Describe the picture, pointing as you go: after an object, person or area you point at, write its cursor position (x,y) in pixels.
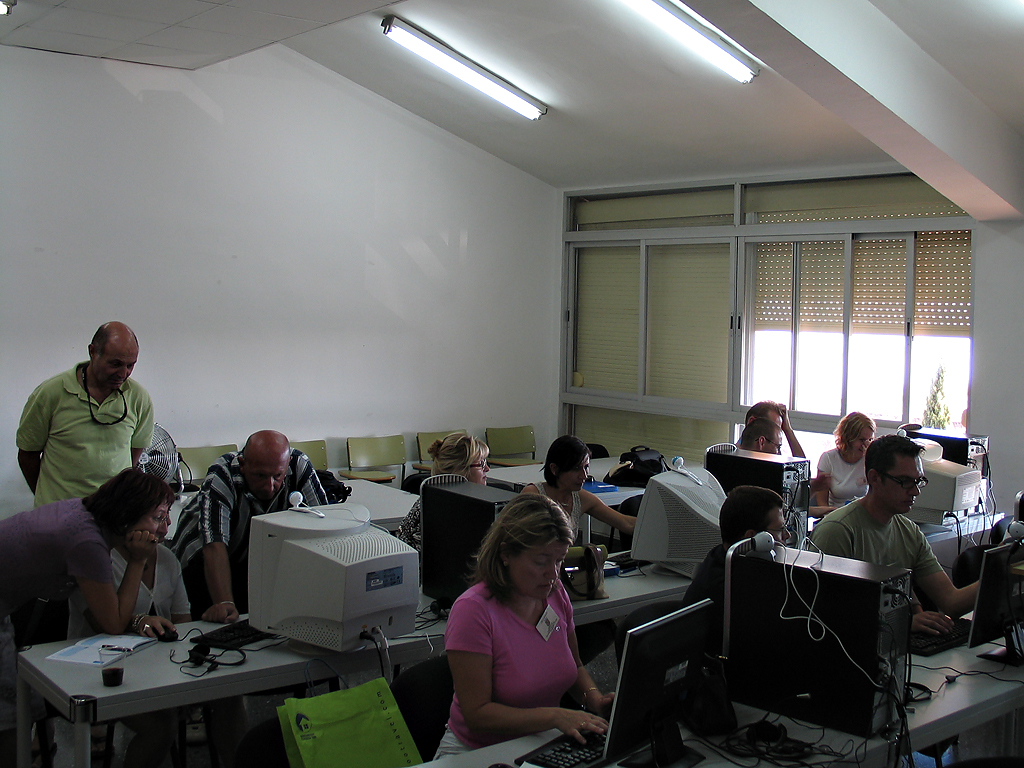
Here we can see group of people (499,692) sitting on chairs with systems (373,531) present on tables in front of them and there are also some people (246,467) standing, at the right side (694,234) we can see a window (726,372) and at the top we can see lights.
